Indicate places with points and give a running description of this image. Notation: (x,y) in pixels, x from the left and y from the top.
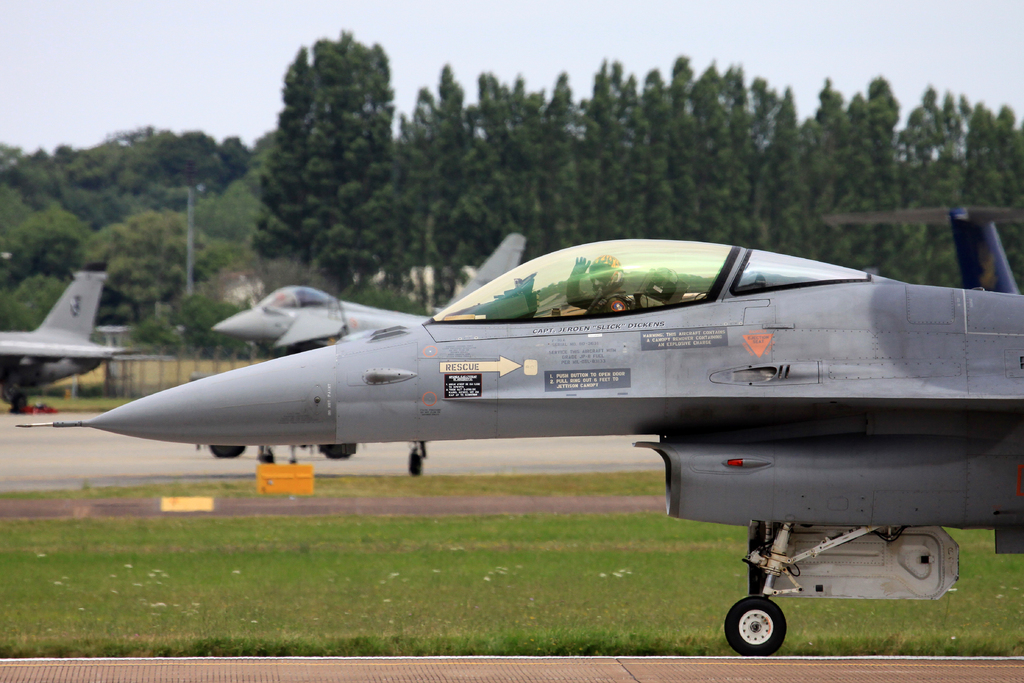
In this image we can see few airplanes (213,439) on the ground (7,482), there are some poles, trees (329,222), grass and the sky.
